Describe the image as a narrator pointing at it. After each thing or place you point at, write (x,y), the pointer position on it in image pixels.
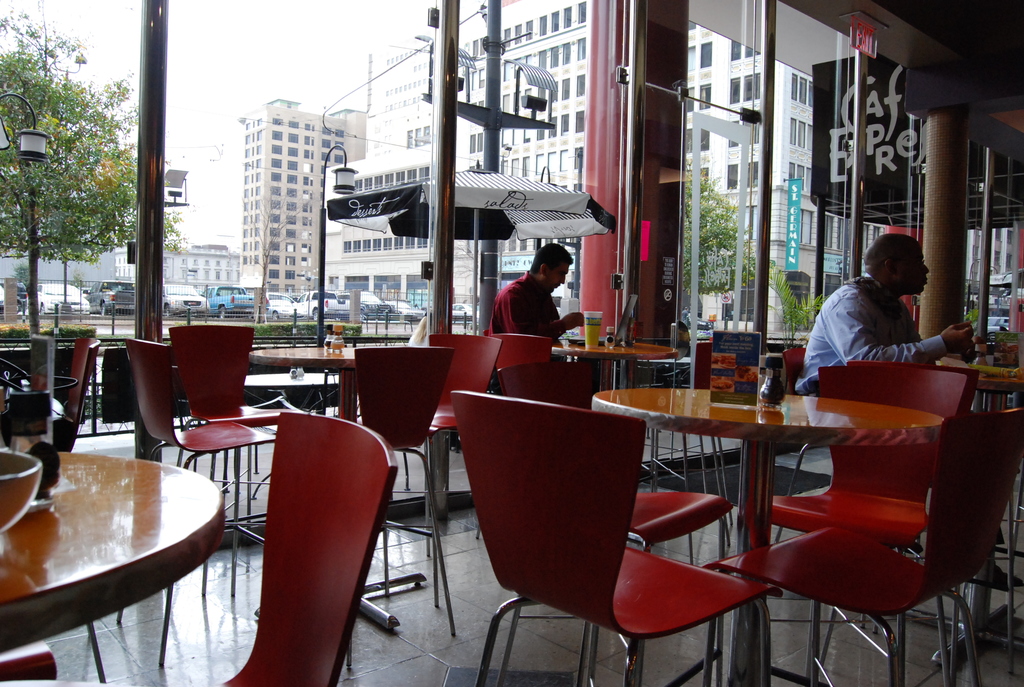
In this picture we can see inside view of the restaurant (487,350). In the front (595,434) we can see some round tables (764,507) and red chairs (651,559). Behind there are two men (822,337) sitting. In the background (395,301) we can see glass wall (433,137) and some buildings (287,257) and trees (55,246) are seen.
